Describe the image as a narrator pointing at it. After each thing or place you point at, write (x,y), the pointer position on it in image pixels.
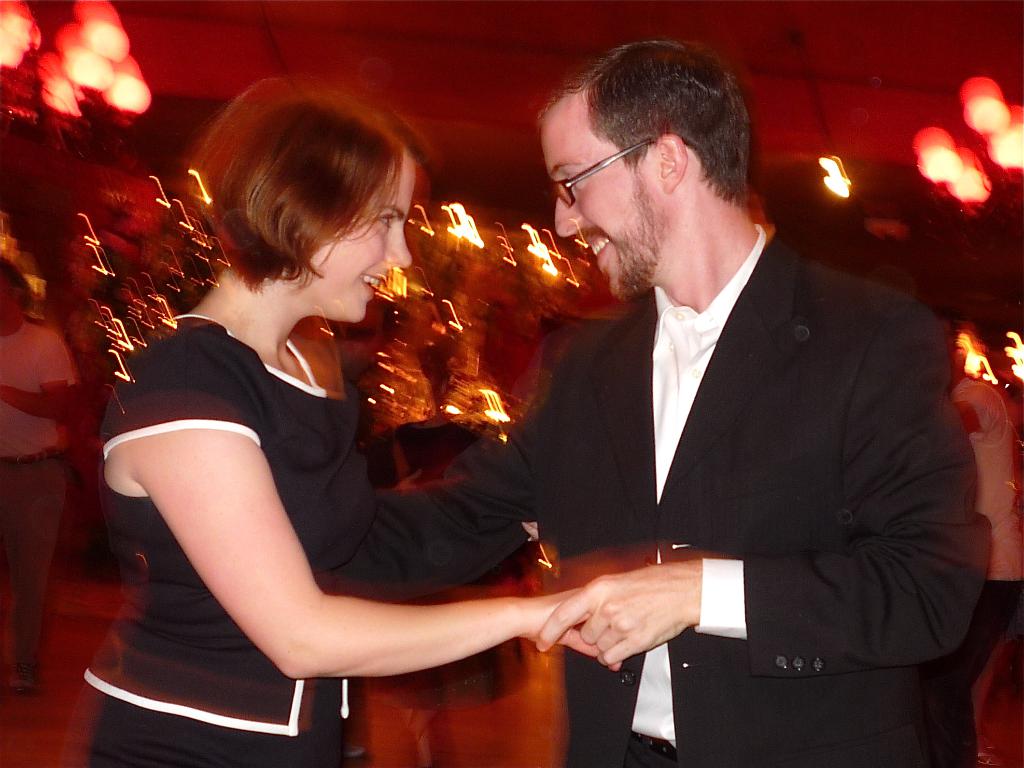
In this image there is a man (715,527) and a woman (303,557) are dancing, in the background (28,46) it is blurred.
